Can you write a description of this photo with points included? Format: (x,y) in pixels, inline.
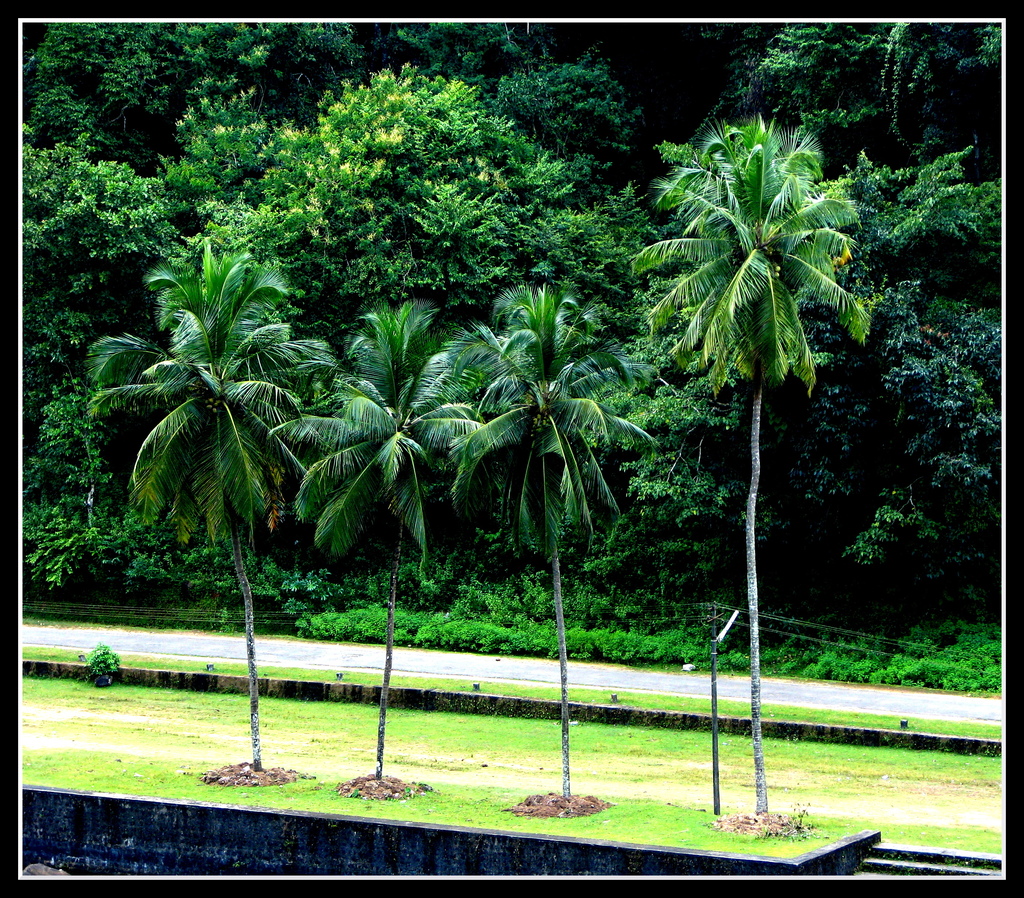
In this image there are trees (257,758), behind the trees (389,637) there is road (427,655), behind the road (405,666) there is grass (486,630) and trees (473,234).
